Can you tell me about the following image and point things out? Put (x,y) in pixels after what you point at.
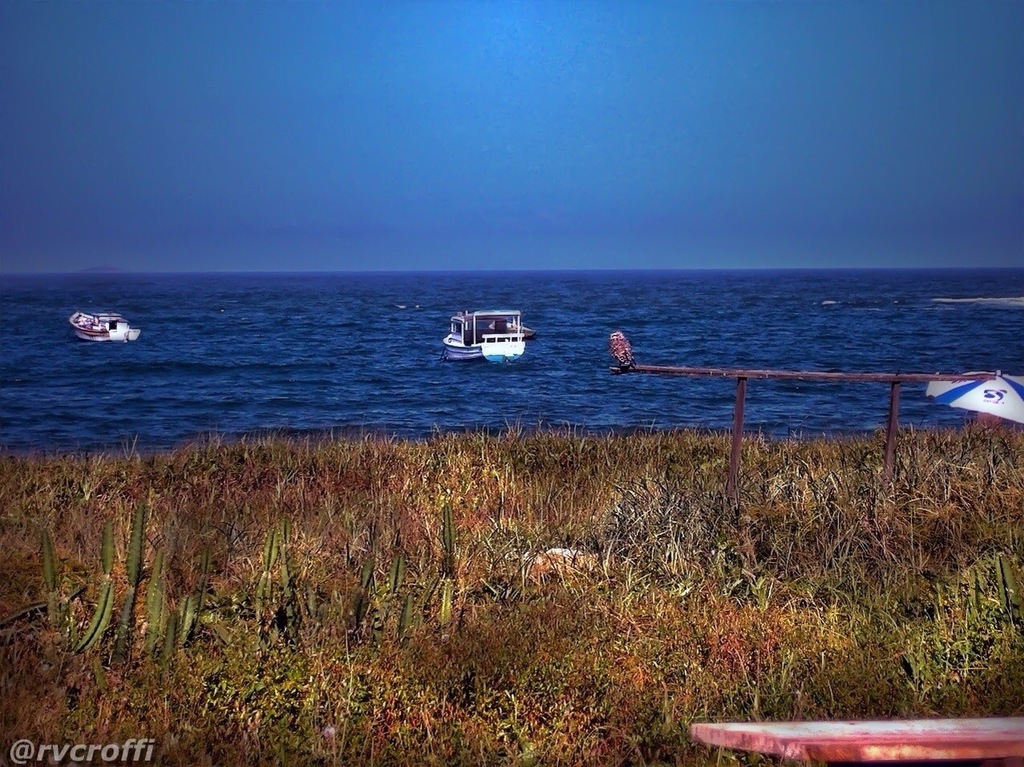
In this picture I can see the plants (530,533) at the bottom (620,565), in the middle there are boats (521,338) on the water (535,382), in the bottom left hand side (121,757) I can see the watermark (135,757). At the top (656,170) there is the sky (727,176).
